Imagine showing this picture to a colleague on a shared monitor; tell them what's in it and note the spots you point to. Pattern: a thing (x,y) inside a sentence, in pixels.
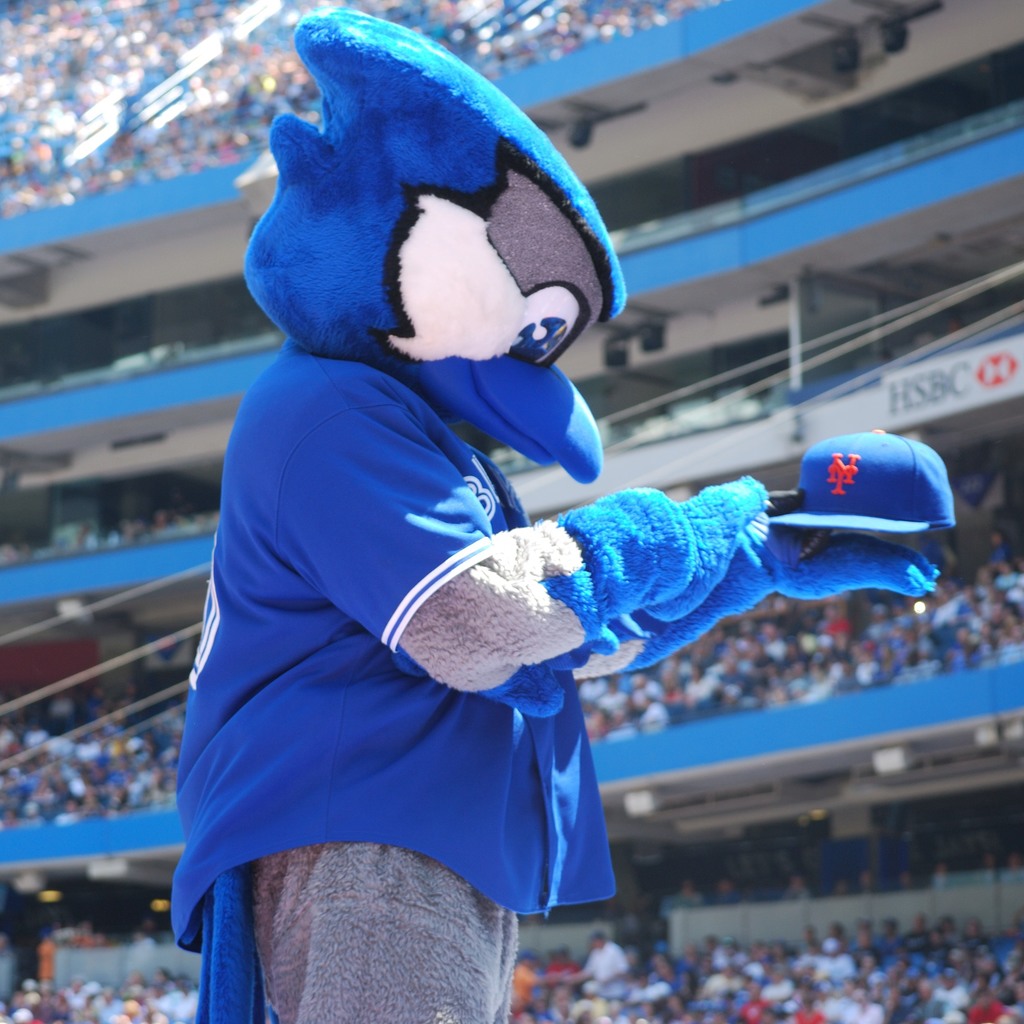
In this picture we can see a mascot (255,573) holding a cap (856,483) and in the background (837,652) we can see a group of people (799,698), poster (917,406) and some objects (114,125).
